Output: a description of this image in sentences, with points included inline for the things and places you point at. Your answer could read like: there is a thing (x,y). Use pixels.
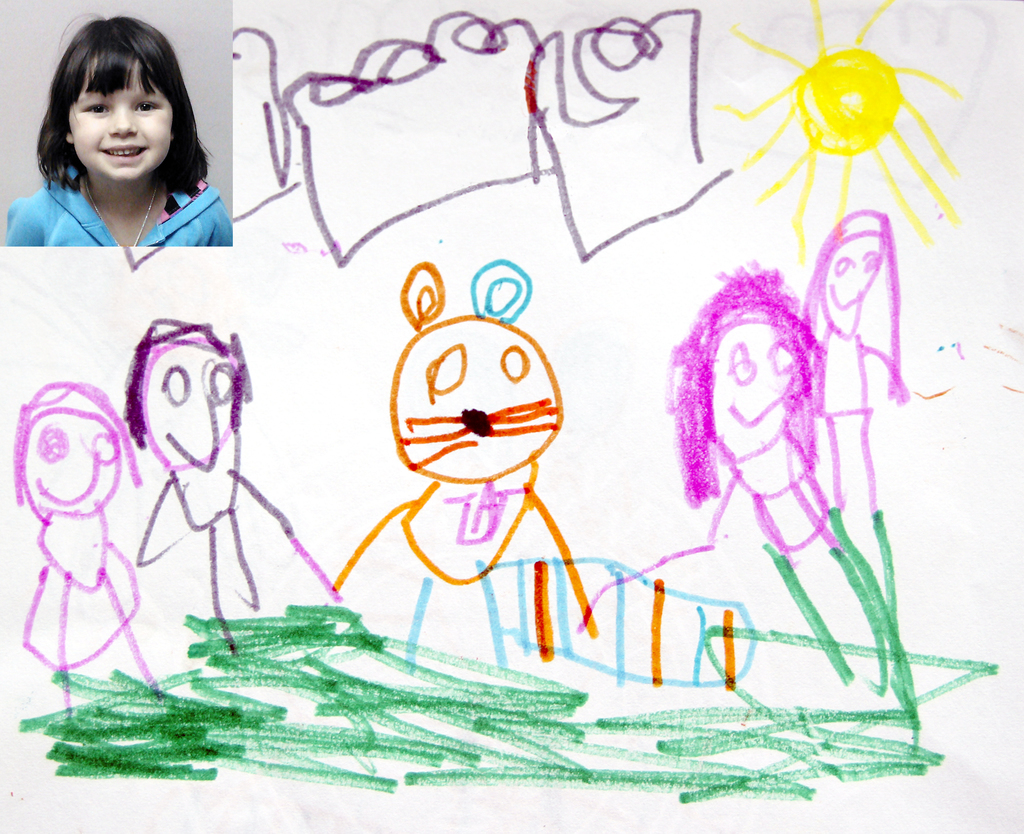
In this picture we can see a paper (959,544), there is a picture (197,200) of a kid (149,191) at the left top of the picture (85,150), we can see drawing (711,418) on this paper (542,406).
